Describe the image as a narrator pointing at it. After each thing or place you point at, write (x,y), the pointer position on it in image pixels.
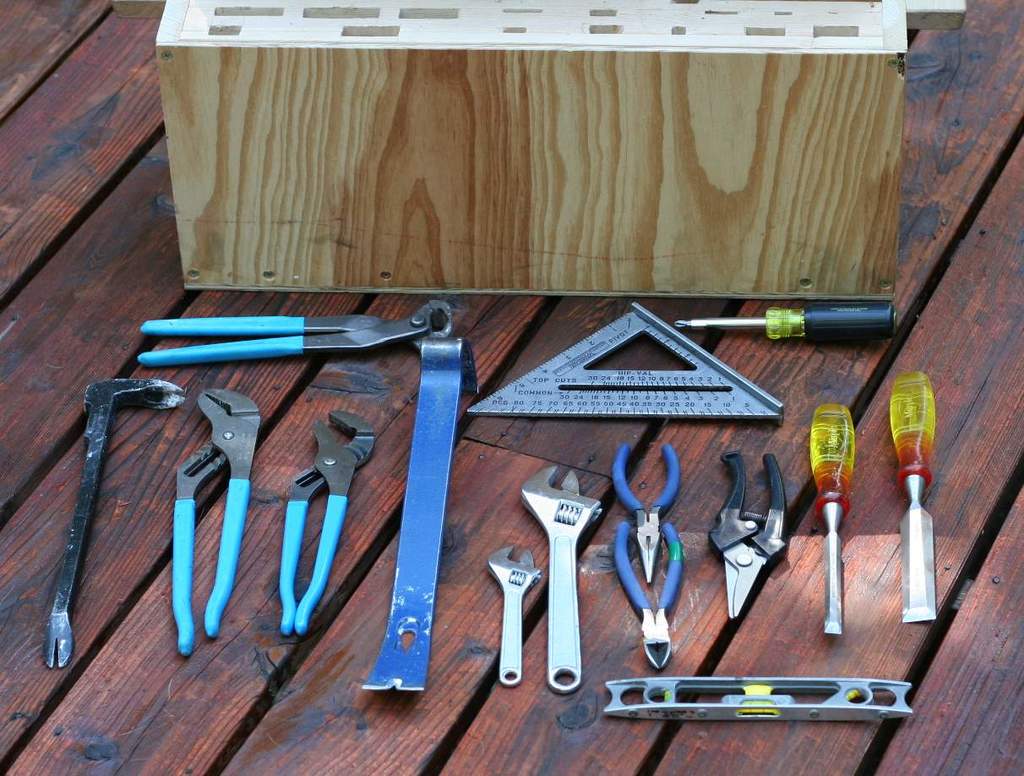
We can see tools (647,569) and wooden object (523,9) on wooden planks (957,204).
